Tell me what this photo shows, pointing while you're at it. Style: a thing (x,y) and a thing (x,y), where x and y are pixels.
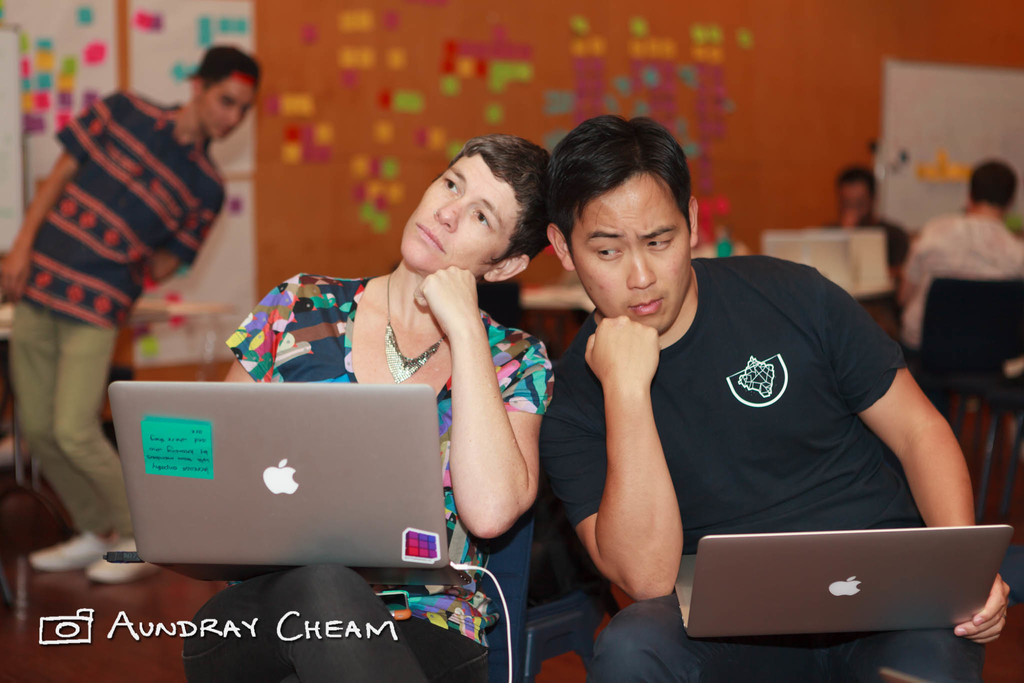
Here we can see two persons (674,479) are sitting on the chairs (525,673) and they are holding laptops (710,580). This is floor (62,662) and there are few persons (980,239). In the background (951,211) we can see a board (958,202) and wall (783,107).
